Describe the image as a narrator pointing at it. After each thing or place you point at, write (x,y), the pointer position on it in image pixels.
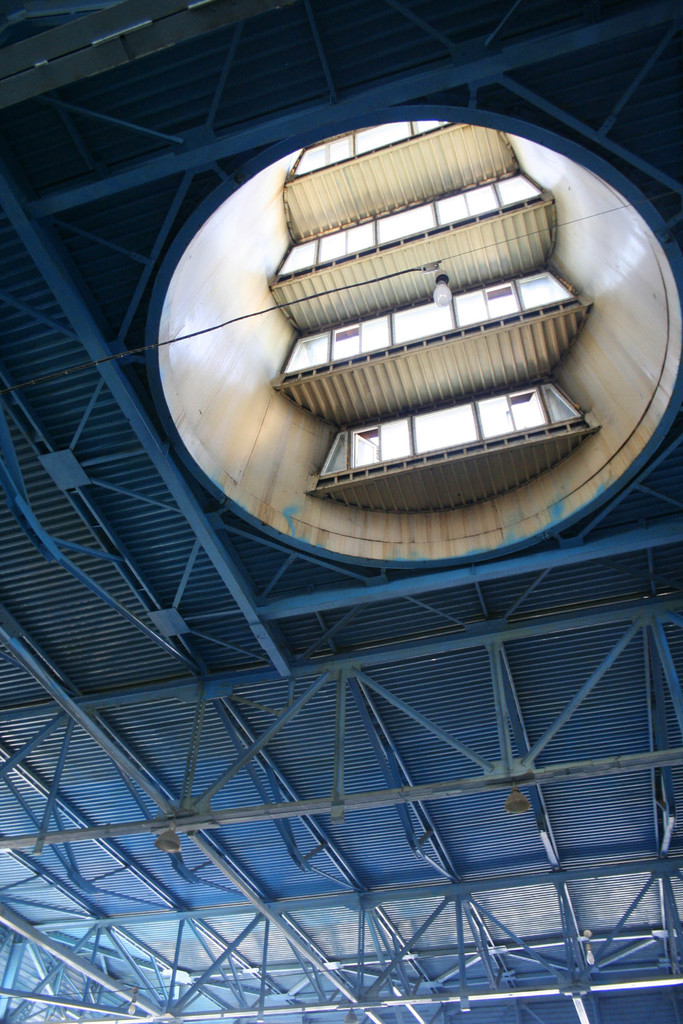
In this picture we can see a shed (324,552), few metal rods (283,668) and lights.
